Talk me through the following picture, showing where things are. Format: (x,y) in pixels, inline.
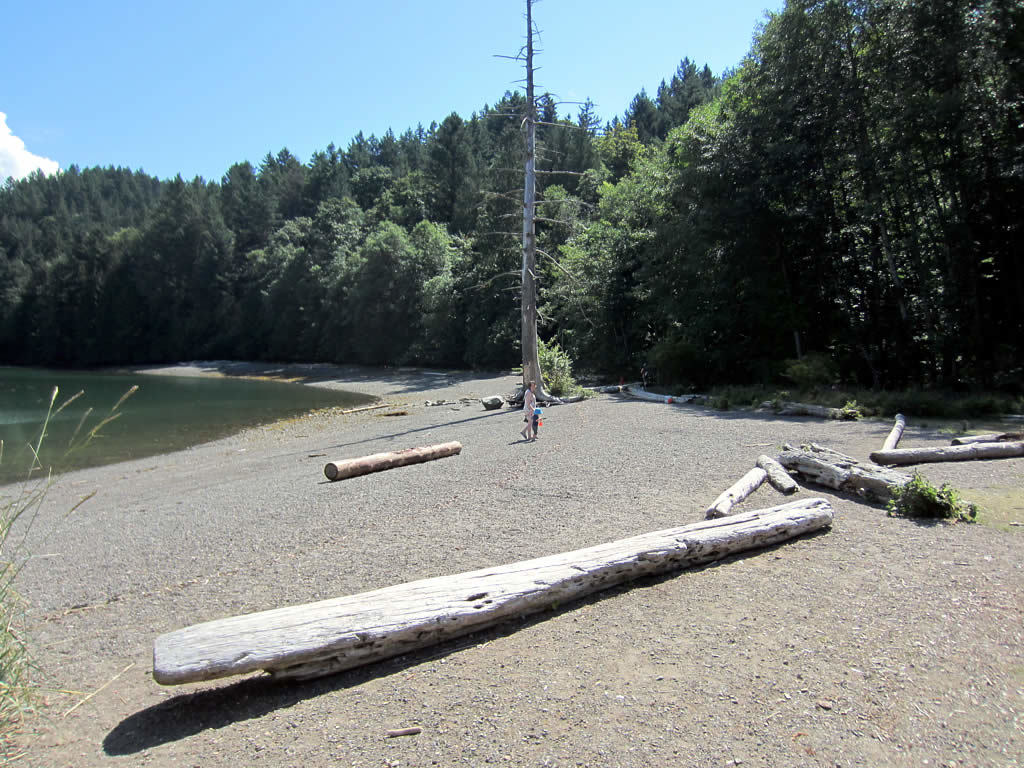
In this image I can see woods (430,401) on ground (553,674). I can also see a person (537,421) is standing over there and in background (403,297) I can see number of trees (424,237), water (147,451), cloud (11,153) and the sky (215,88).
